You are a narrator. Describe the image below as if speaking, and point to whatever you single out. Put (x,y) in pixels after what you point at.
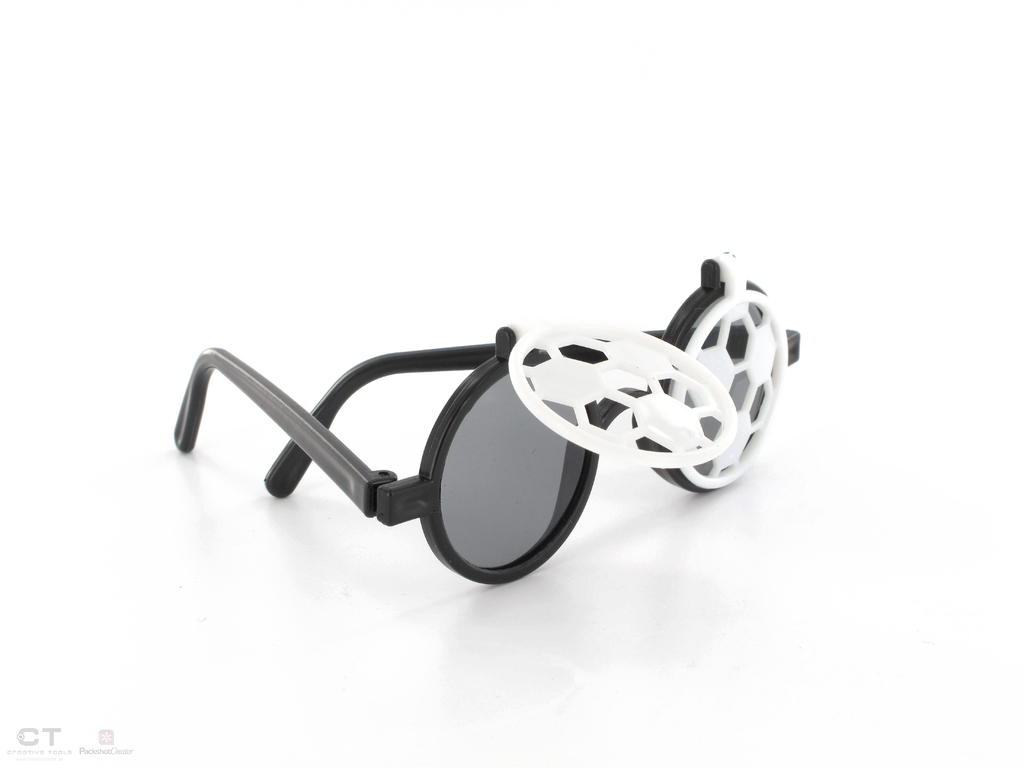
In this picture we can see goggles (678,356) and in the background (156,444) we can see white color.
